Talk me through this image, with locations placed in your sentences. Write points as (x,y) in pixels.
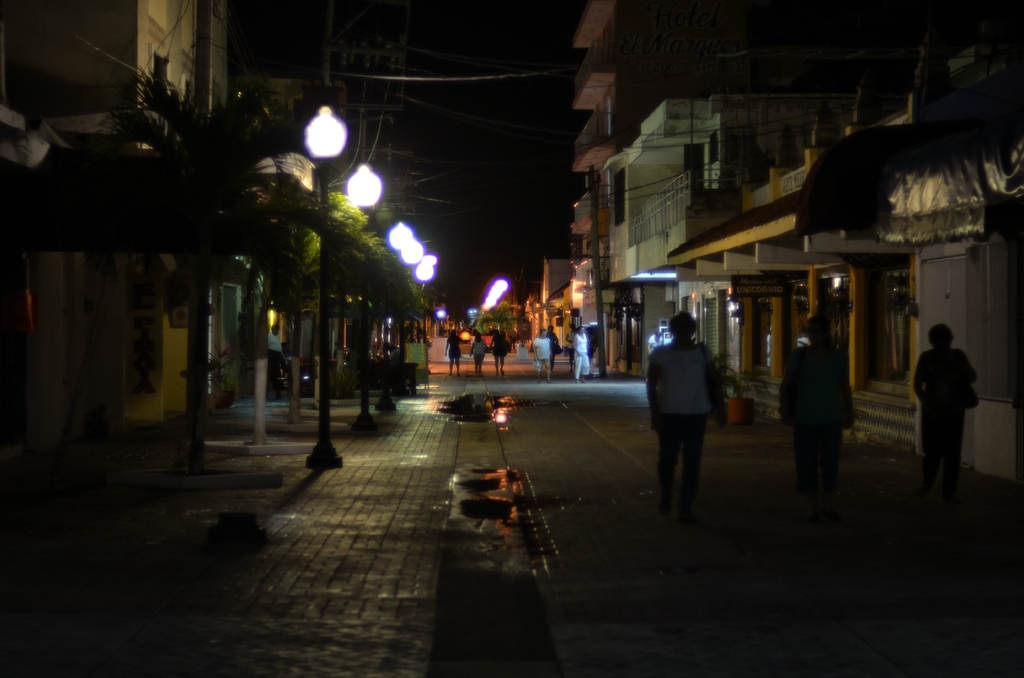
This is an image clicked in the dark. On the right side (708,388) there are few people (551,359) walking on the road (637,488). On the left side (312,258) there are some trees (294,258) and light poles (327,446). On both sides of the road (565,429), I can see the buildings (168,24).
